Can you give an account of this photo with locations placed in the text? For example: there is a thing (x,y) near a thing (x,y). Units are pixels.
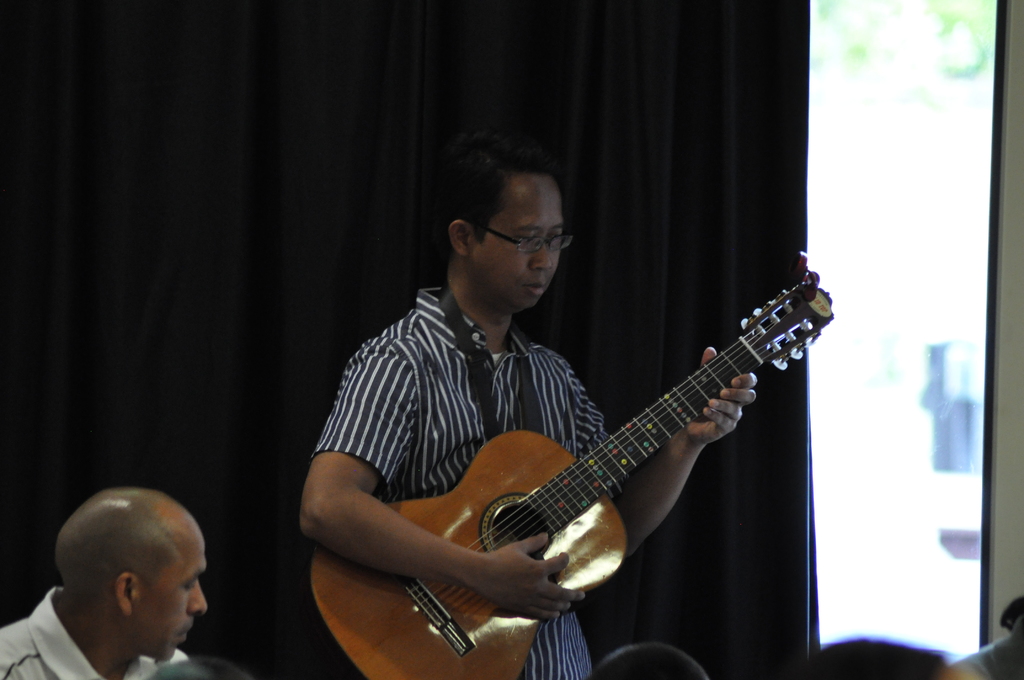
In this image I can see two men (513,256) where one is standing and holding a guitar (684,383). I can also see he is wearing a specs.
